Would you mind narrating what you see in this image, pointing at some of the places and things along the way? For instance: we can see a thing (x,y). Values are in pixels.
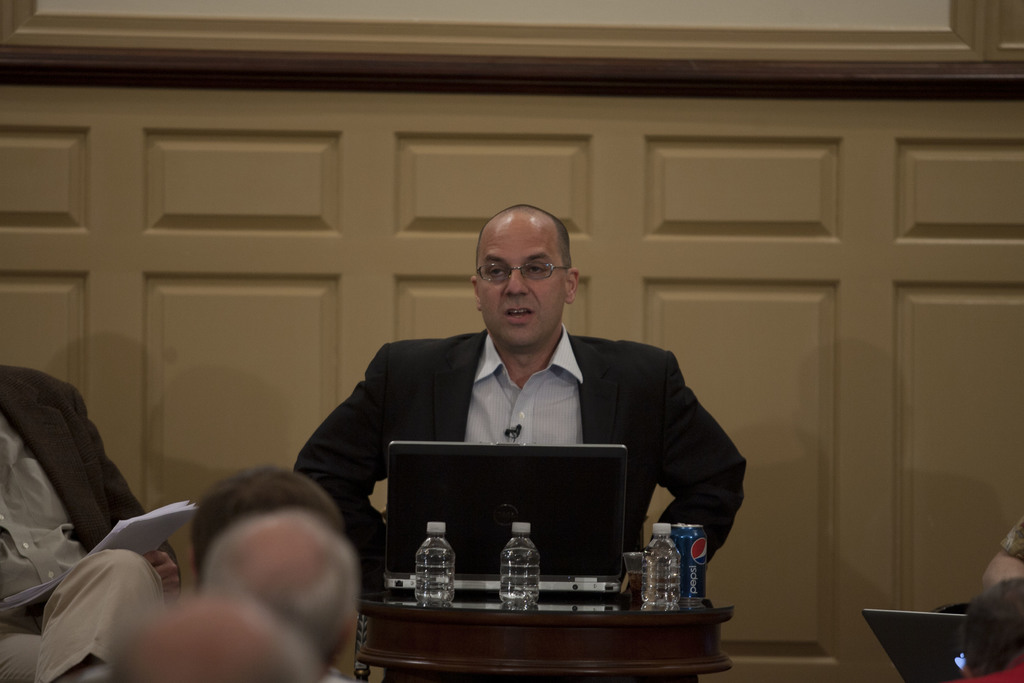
In this picture we can see a man (510,301) wearing spectacles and a blazer (665,382). Near to him we can see a laptop (534,511), bottles (648,577) and a tin (695,552). On the left side of the picture (88,447) we can see another person (120,518). These are papers (151,518). On the right side of the picture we can see a laptop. Here we can see few other people (137,677).
